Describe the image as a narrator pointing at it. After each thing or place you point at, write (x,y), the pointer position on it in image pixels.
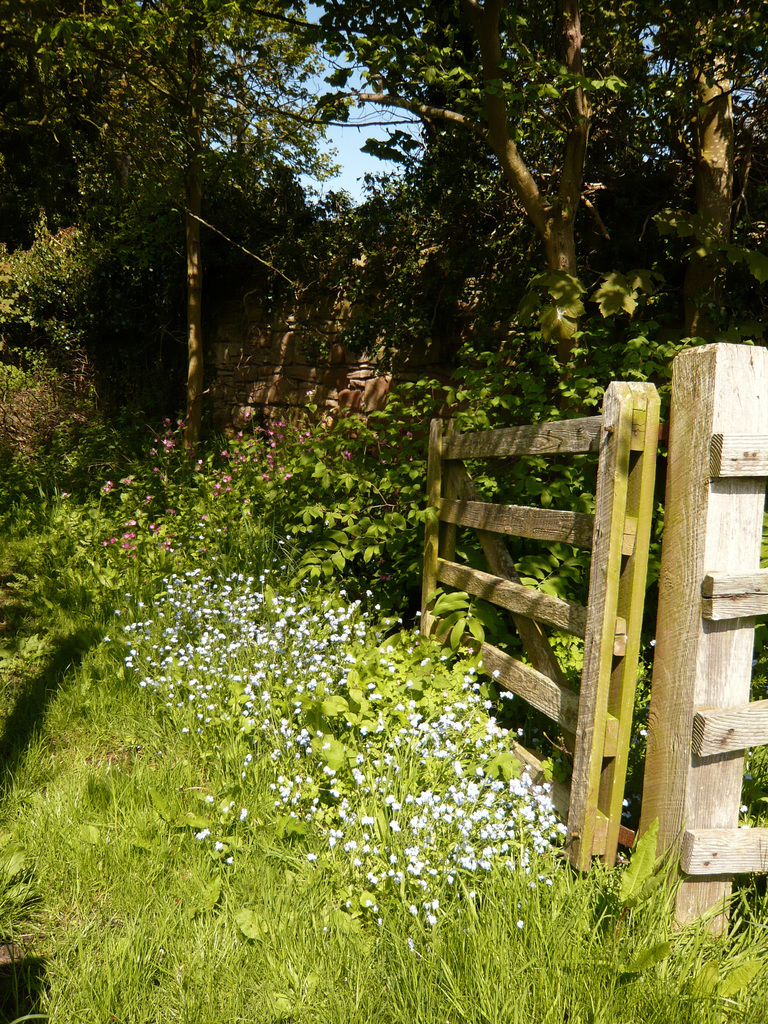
In this image there is a fence (766,728) on the grassland (340,888) having few plants (276,805) with flowers (244,671). There is a wall (256,392). Background (562,294) there are few trees (553,289). Behind there is sky (353,161).
